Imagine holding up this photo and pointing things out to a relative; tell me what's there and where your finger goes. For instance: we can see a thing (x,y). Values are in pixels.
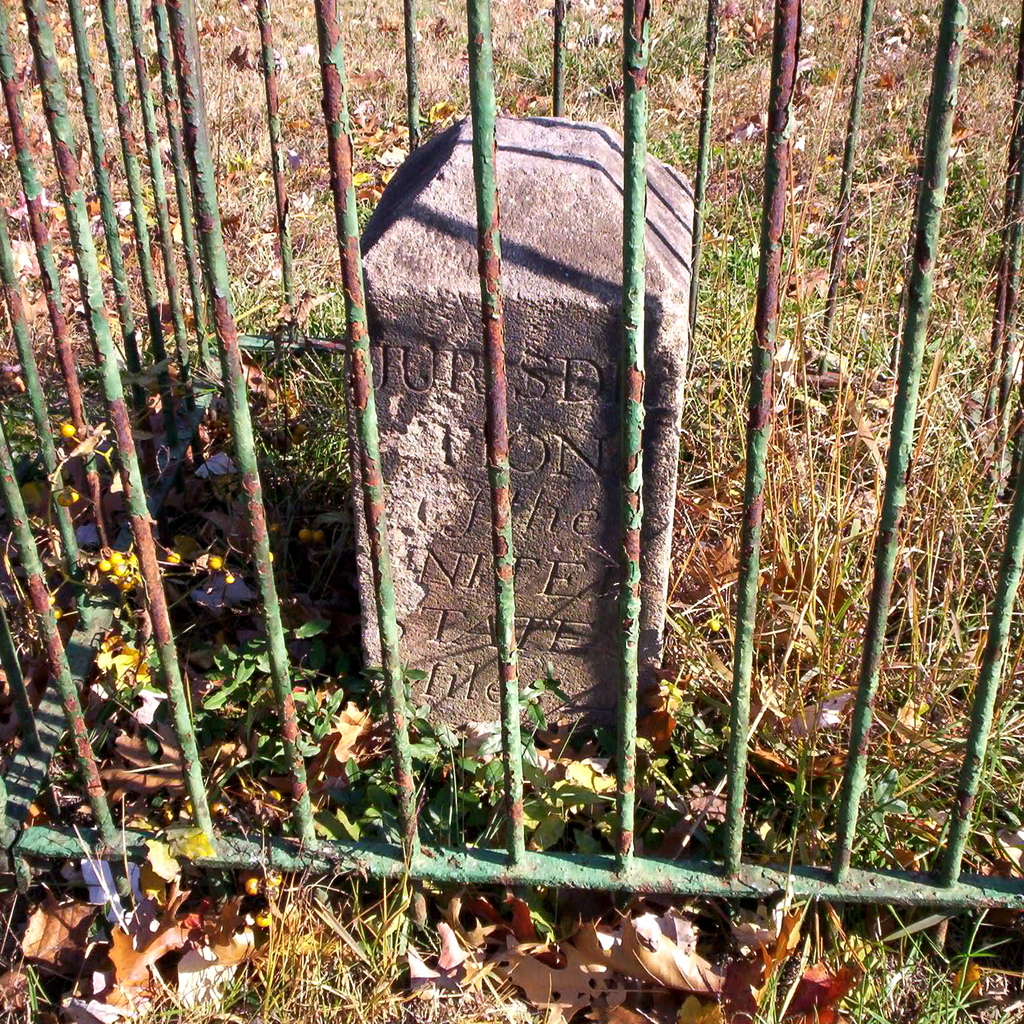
In this image I can see number of iron bars (140,233), leaves (743,1018) on ground (791,829), grass (908,618), a stone (524,393) and on it I can see something is written.
